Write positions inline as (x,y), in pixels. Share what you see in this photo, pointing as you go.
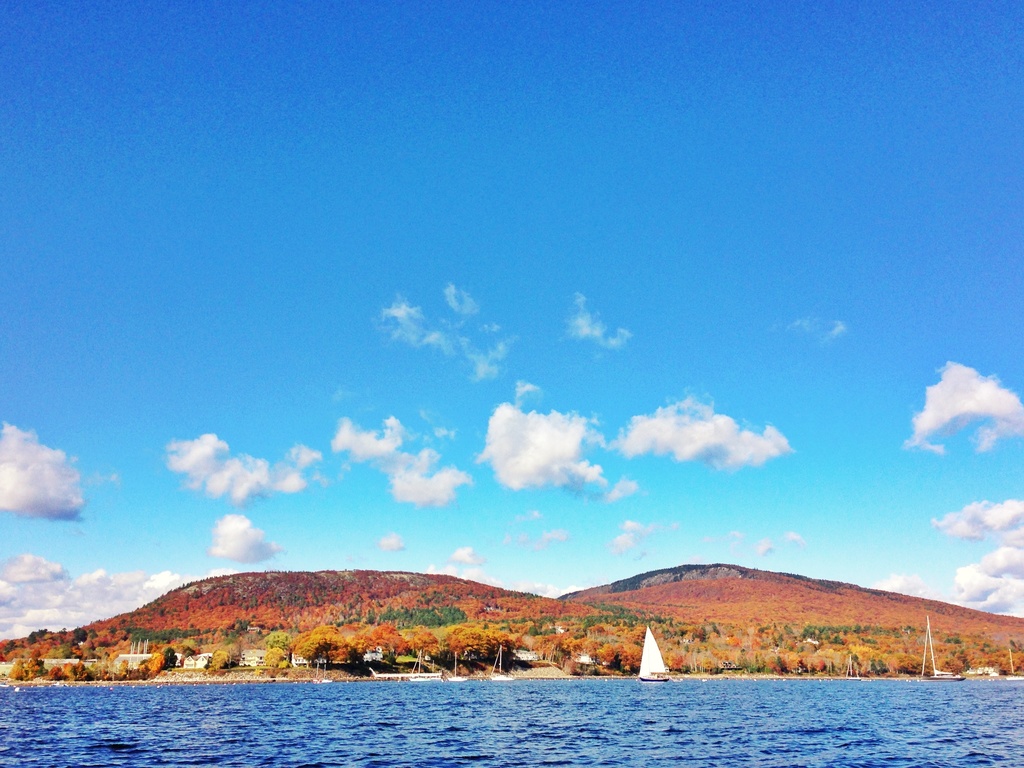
At the bottom of the image (956,609), we can see boats (651,672), water (181,729), houses (379,654), trees (481,666) and hills (686,590). Background (209,512) we can see the cloudy sky (419,513).
